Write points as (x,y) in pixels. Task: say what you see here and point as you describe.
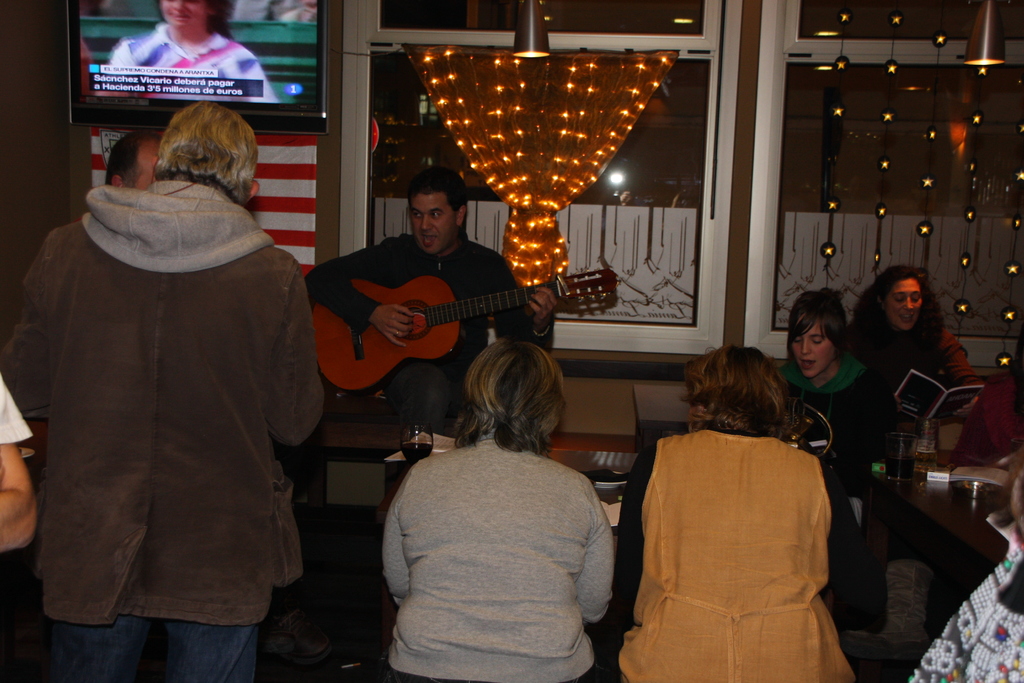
In this image I see few people (758,372) who are sitting and this woman (882,361) is holding a book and this man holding a guitar (610,277) in his hands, I can also there is a television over here. In the background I see the lights (545,202).
